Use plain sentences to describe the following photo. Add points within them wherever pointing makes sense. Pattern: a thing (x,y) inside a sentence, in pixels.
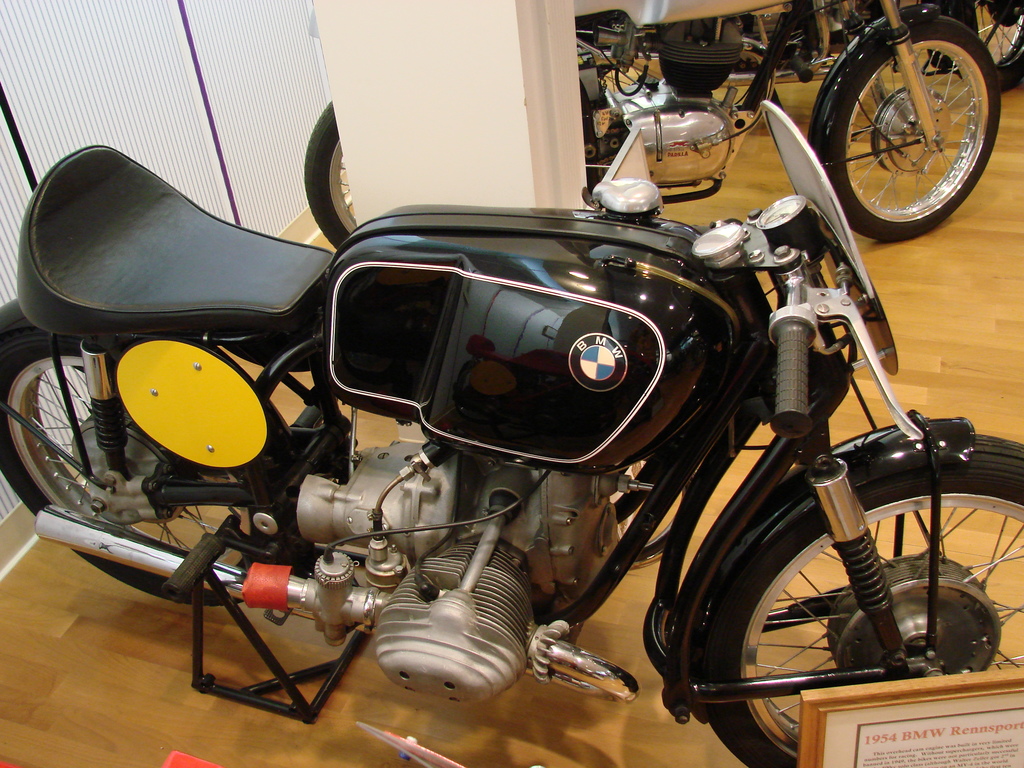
In the image we can see some motorcycles (979,503). Behind the motorcycles (1021,471) there is wall (253,166).
